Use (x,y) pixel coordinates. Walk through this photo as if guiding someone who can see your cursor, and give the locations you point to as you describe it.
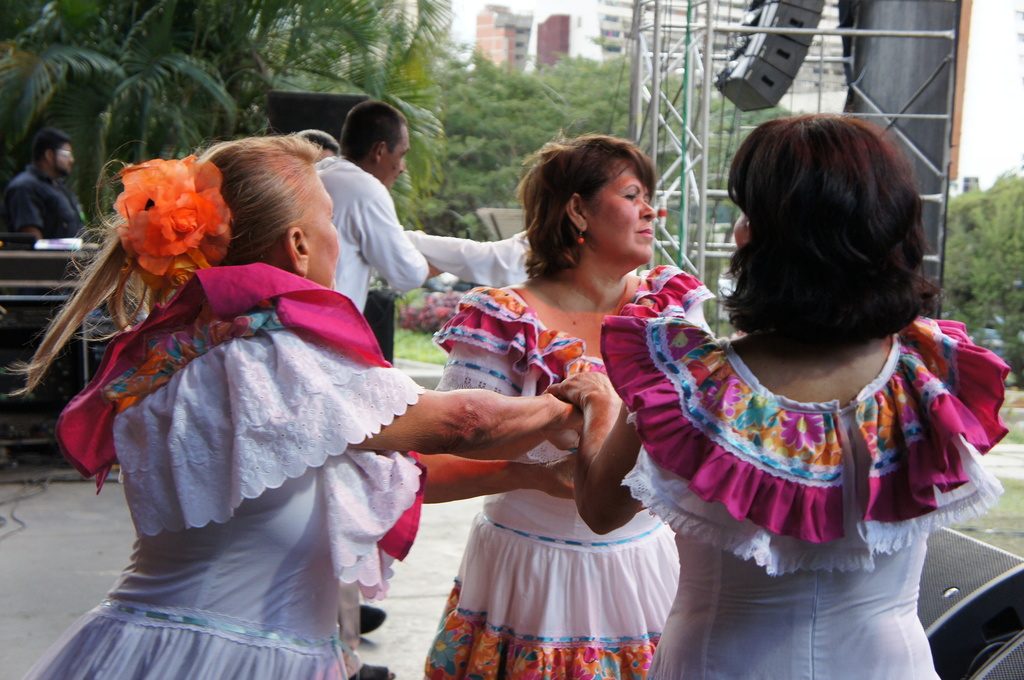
In this we can see there are three women (600,168) standing in the foreground (427,588), and there are some other people (333,139) standing at the back (358,219), and there are some trees (615,86).
